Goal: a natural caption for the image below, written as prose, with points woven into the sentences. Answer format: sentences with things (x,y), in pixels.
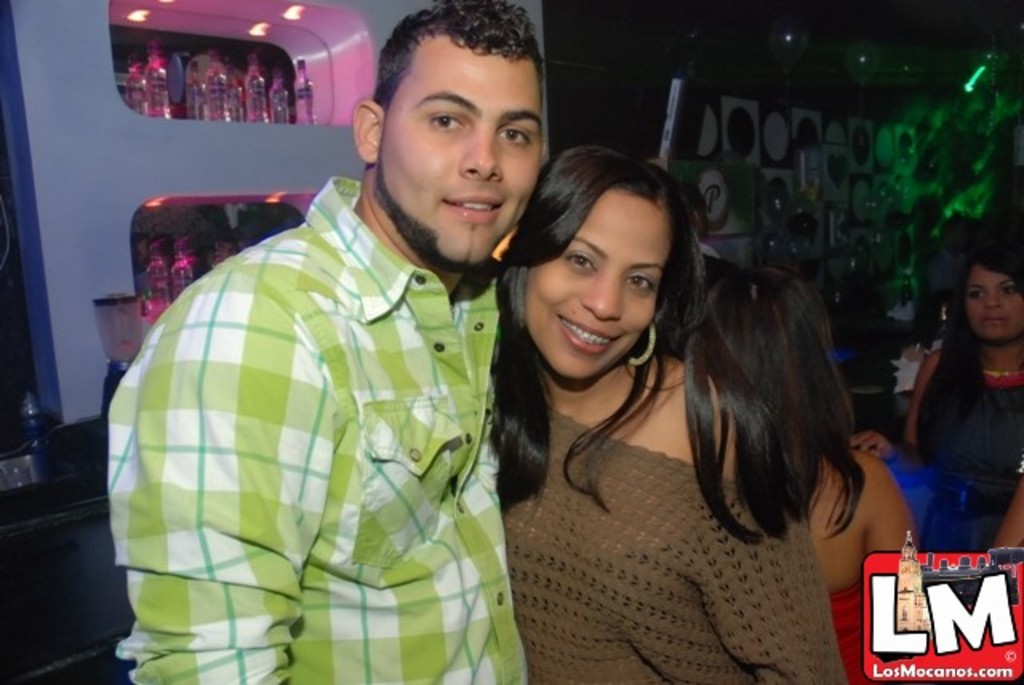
In this image there are people (449,553) and we can see bottles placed in the shelf (321,30). There are lights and we can see a board (712,166). On the left (57,611) there is a table (61,598).
